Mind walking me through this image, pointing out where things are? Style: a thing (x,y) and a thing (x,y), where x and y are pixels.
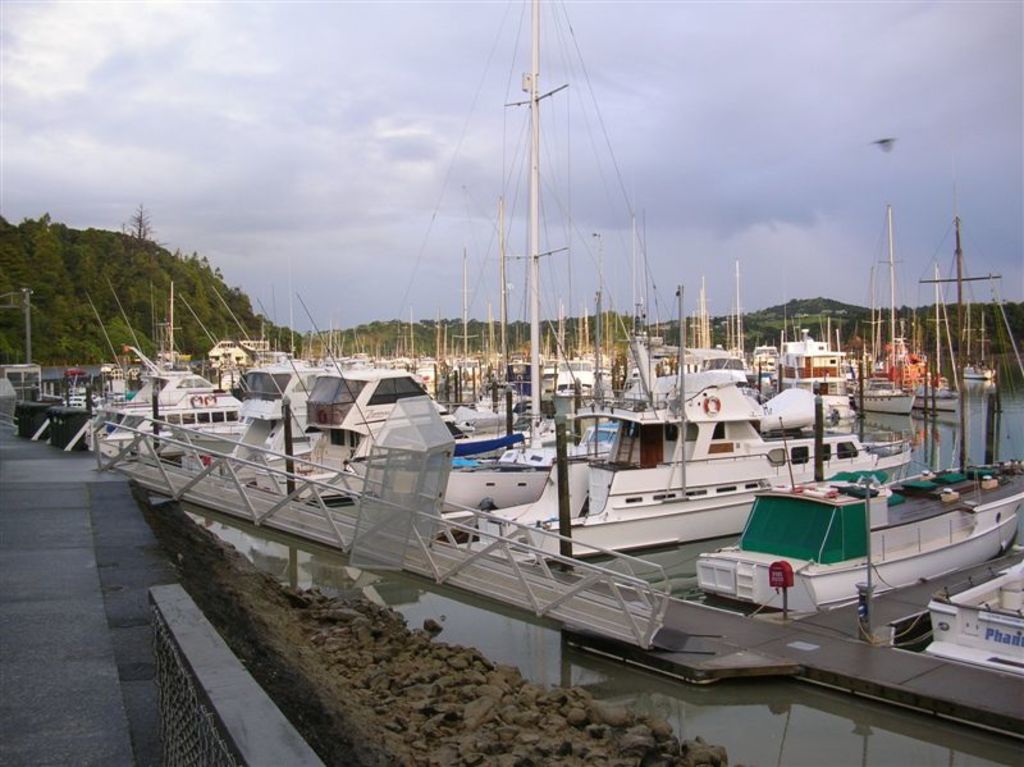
On the left side (37,613), there is a platform (37,593). On the right side (708,436), there are boats (349,435) parked in the water (980,404). In the background (1015,315), there are mountains (59,264) and there are clouds (917,149) in the sky (284,70).
